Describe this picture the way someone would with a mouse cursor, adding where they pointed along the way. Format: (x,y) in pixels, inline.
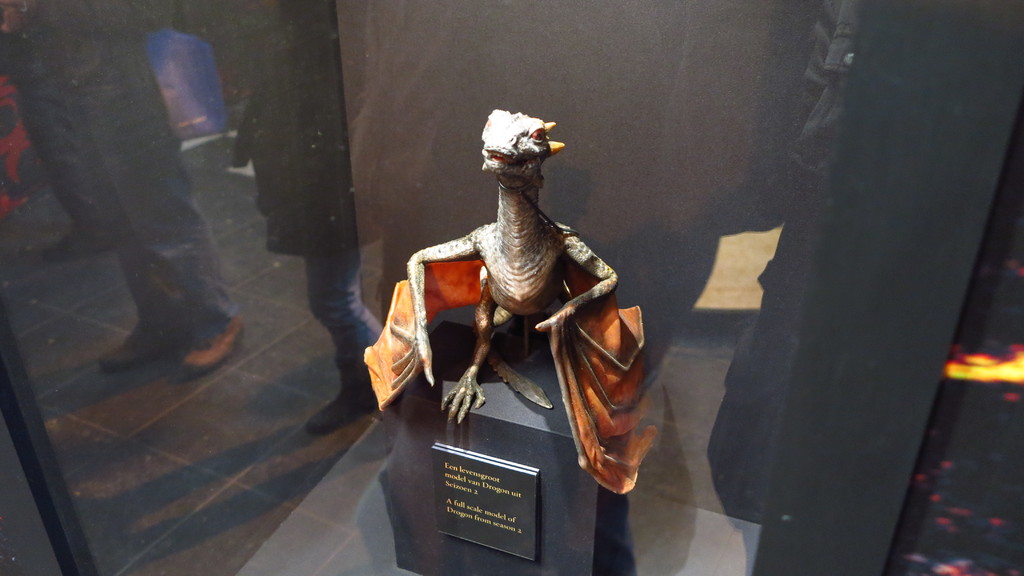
In the center of the image (576,262) we can see the depiction of the dragon (557,289) and there is also text (506,486) on the object (503,471). In the background (197,447) we can see a few people (159,148) standing on the floor (177,459).
